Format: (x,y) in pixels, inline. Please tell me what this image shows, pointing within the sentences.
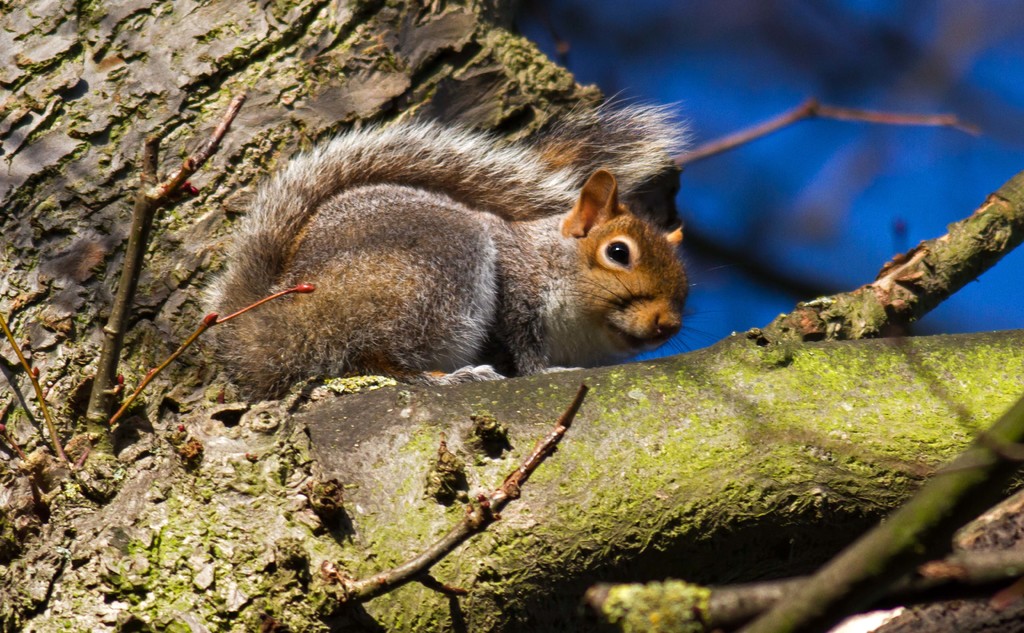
In the picture we can see a tree branch (349,406) with some moss (665,379) to sit on it, we can see a squirrel (529,297) sitting.
